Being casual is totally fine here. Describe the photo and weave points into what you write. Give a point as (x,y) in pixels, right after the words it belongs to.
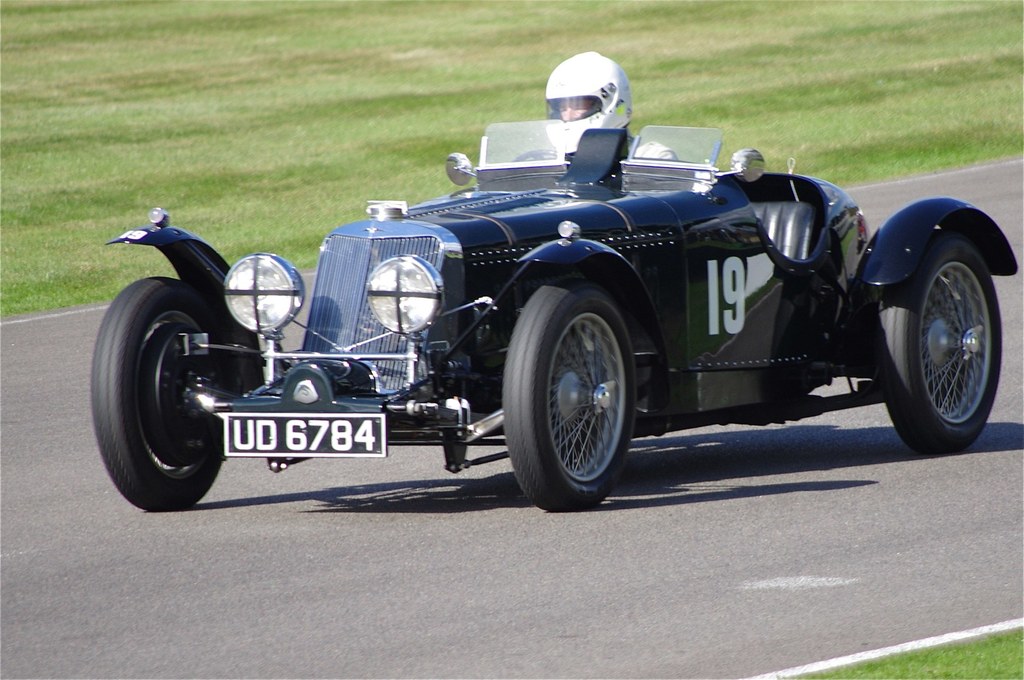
In this image I can see a car (543,418) on the road (376,589). One person (596,113) is wearing a helmet (594,75) and sitting in the car (551,181). On both sides of the road (837,652) I can see the grass (869,93).
